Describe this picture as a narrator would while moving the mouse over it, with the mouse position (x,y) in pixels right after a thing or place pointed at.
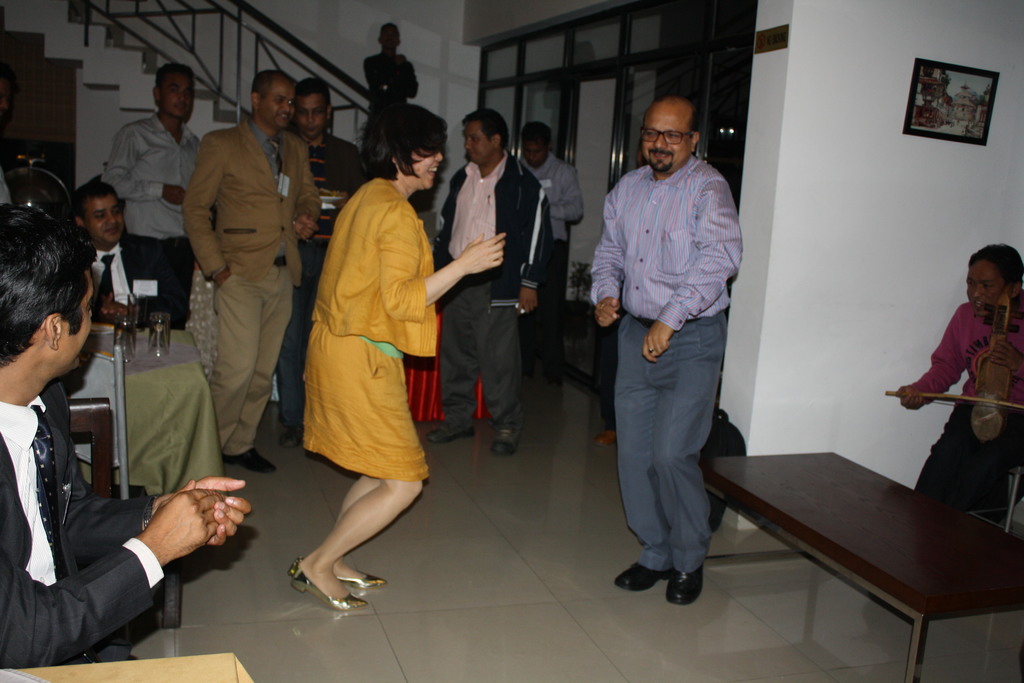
In this image I can see number of people (665,518) are standing. I can also see few tables (712,475) and chairs (88,400).
